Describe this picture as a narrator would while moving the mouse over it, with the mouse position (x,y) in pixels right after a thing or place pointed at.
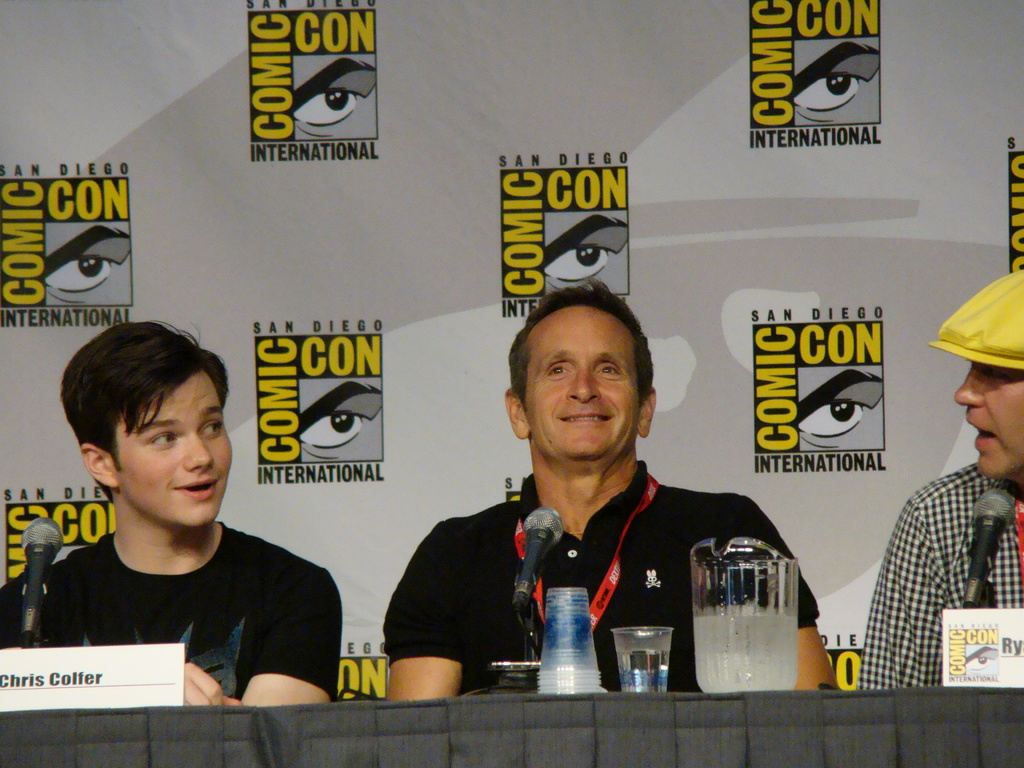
In the picture we can see three men (916,602) are sitting on the chairs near the desk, two men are in black T-shirts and one man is in shirt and cap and on the desk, we can see a jar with liquid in it and a glass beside it and behind them we can see a banner (872,597) with some advertisement symbols (580,205) on it.
